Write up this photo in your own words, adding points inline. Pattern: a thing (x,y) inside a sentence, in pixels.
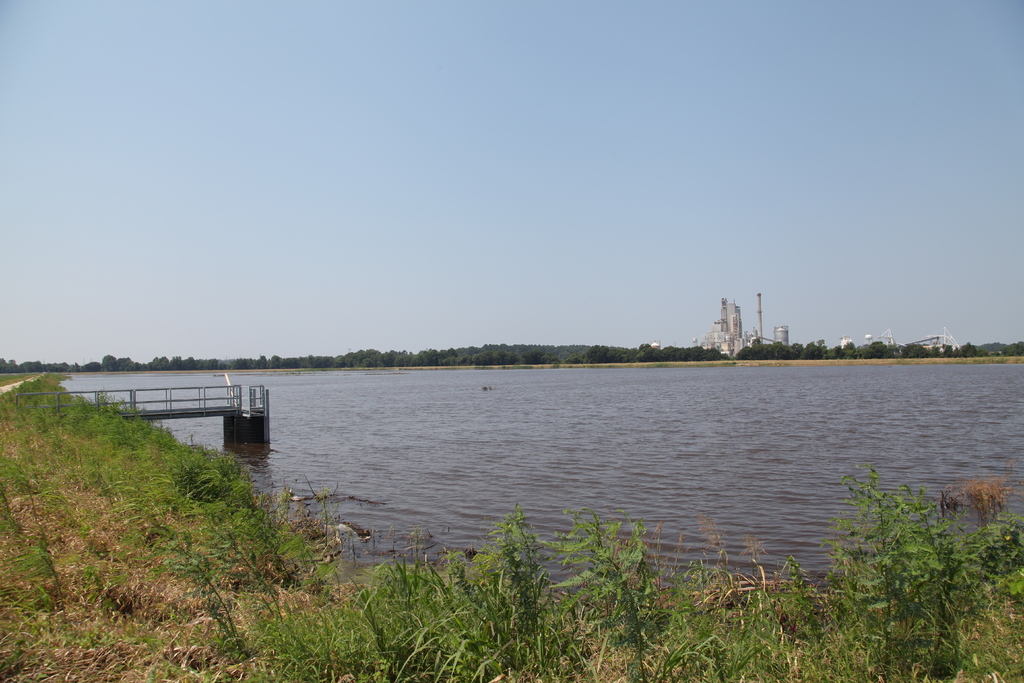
In this image I can see few plants (570,652) and trees (848,350) in green color and I can also see the bridge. In the background (667,418) I can see the water (468,395) and few towers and the sky (483,165) is in white and blue color.
